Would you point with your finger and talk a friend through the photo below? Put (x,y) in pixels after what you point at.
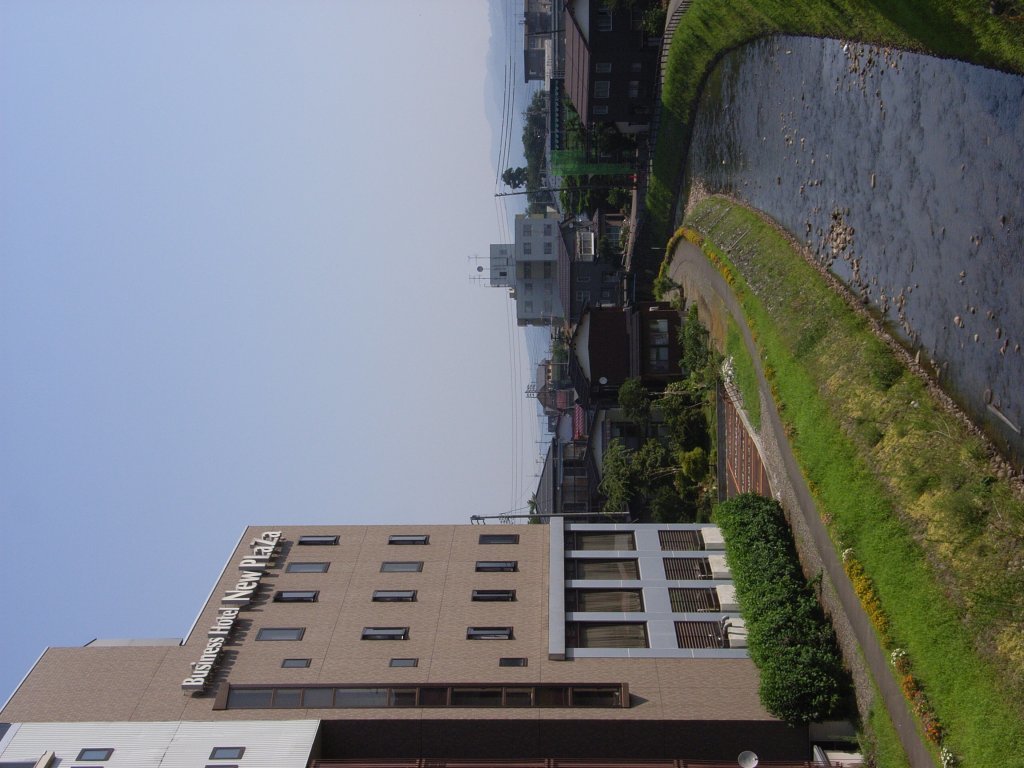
In this image, we can see some buildings (498,535). There is a canal (951,205) on the right side of the image (969,239). There is a sky (157,370) on the left side of the image (98,360).
